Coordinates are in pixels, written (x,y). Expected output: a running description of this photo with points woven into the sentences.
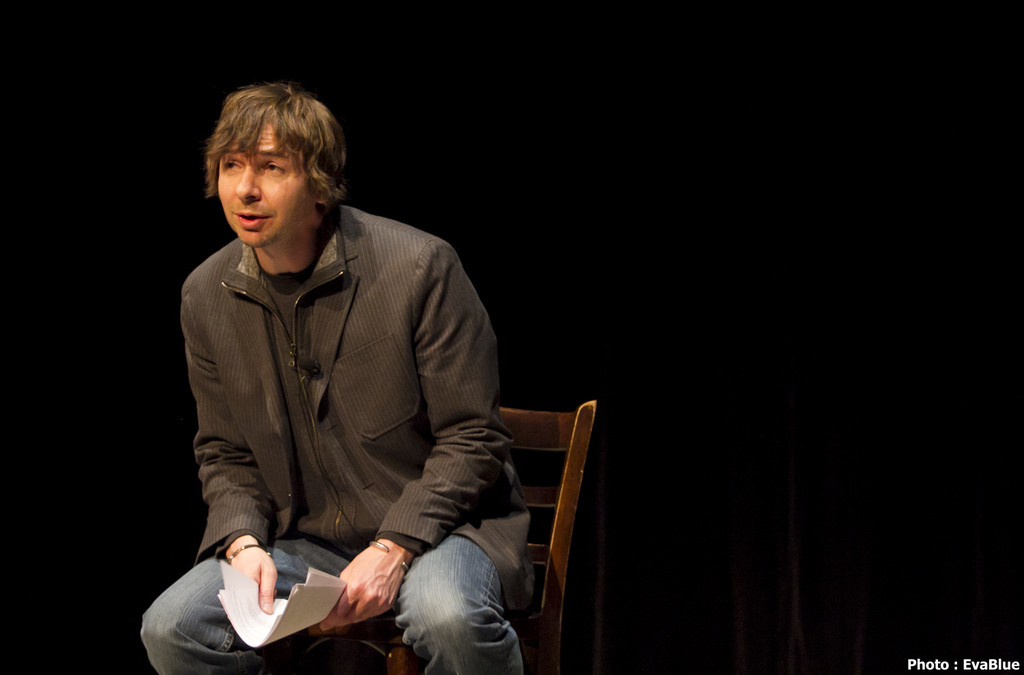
In this image there is a chair (557,488), On that chair (546,506) there is a man (376,382) sitting and he is holding some papers (284,610) and in the background (657,473) there is a black color wall (689,189).
